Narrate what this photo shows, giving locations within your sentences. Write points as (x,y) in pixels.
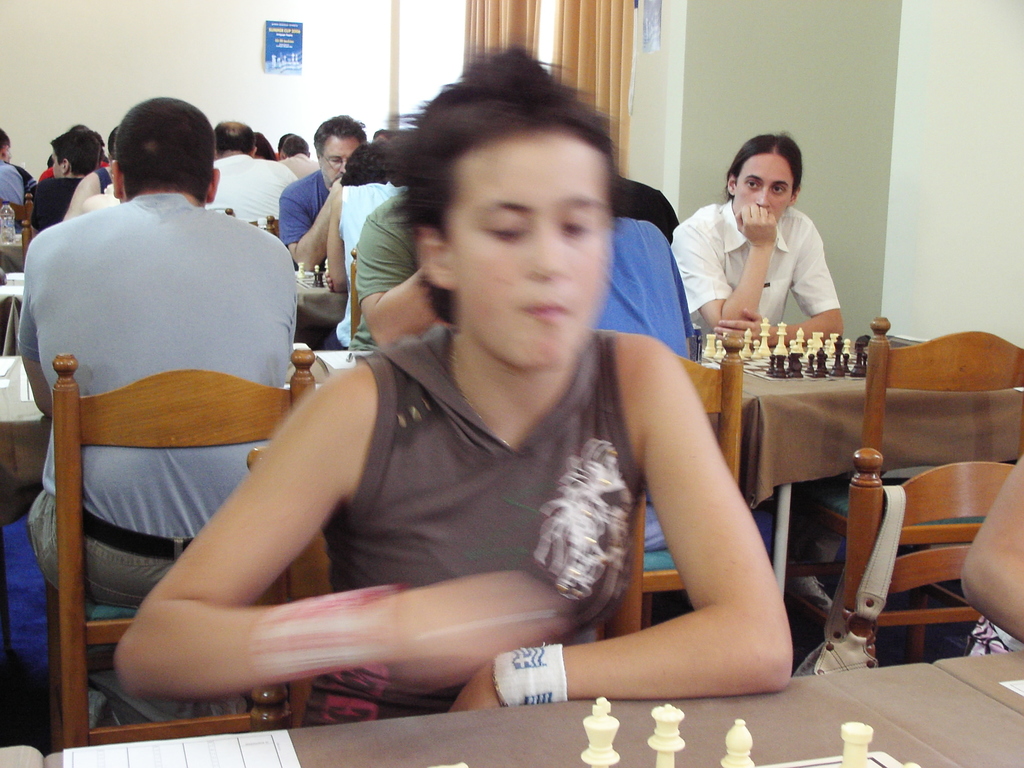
It is a closed room (551,566) where people (540,512) are sitting on the chairs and in front of the tables (778,394) there is a chess boards (826,361) and they are playing the chess (817,347) and at the right corner (692,23) there is one wall (692,23) with curtains (503,12) and a photo (653,14) on it.
